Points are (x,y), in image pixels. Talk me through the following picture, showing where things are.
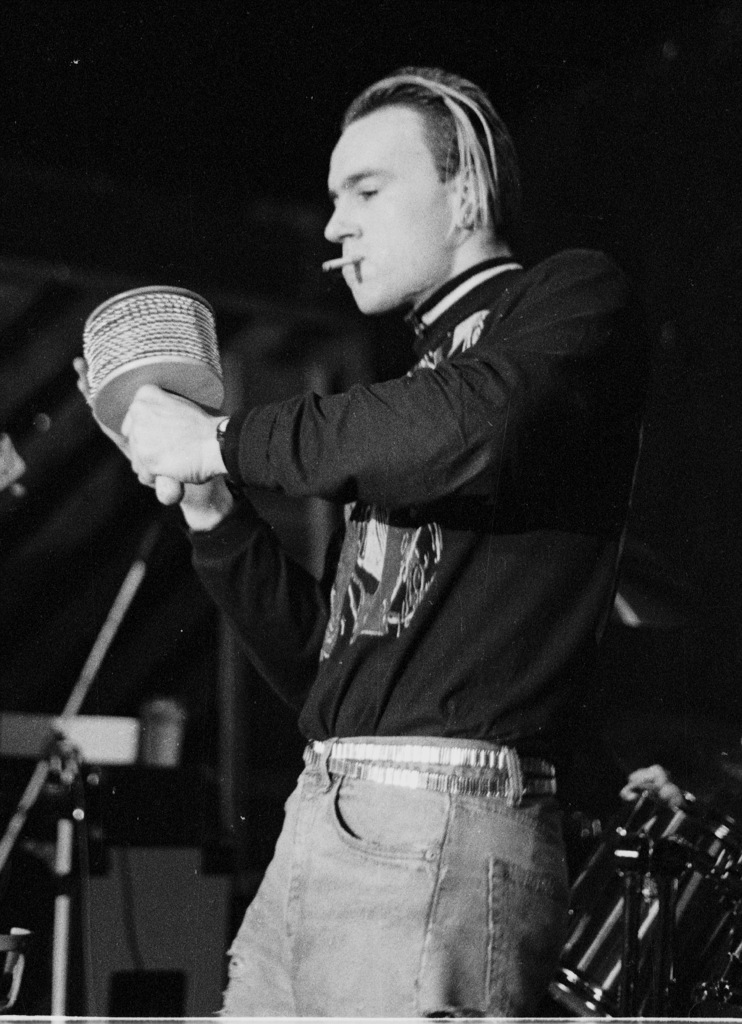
In this image there is a man (388,392) standing and smoking also holding some thing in hand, behind him there are some instruments (630,976).
